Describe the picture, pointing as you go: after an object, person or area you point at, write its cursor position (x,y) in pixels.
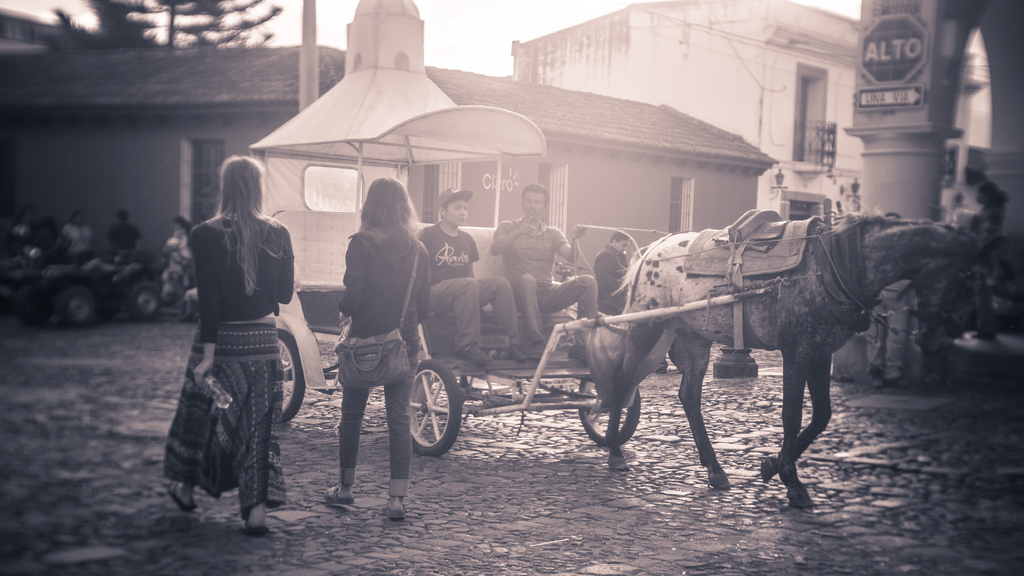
This image consist of group of persons (377,284). At the left (257,303) two women (380,298) are walking on the road (144,482). In the center (488,296) two men (516,289) are sitting in a carriage (493,318). there is a horse (750,309) pulling a cart (489,330). In the background (901,106) there are some sign boards (894,71), building (746,72) and trees (241,8).
